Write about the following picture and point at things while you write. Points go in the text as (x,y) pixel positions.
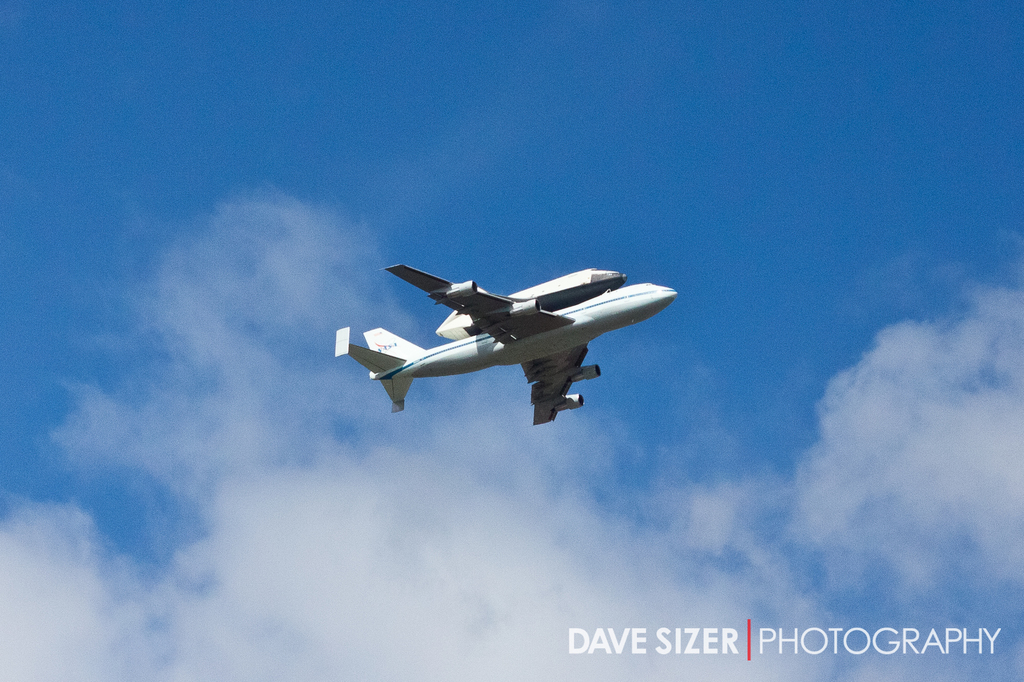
In the foreground of this image (590,288), there is an airplane (593,302) in the air (328,78). In the background (359,80), there is the sky (314,160) and the cloud (249,284).
